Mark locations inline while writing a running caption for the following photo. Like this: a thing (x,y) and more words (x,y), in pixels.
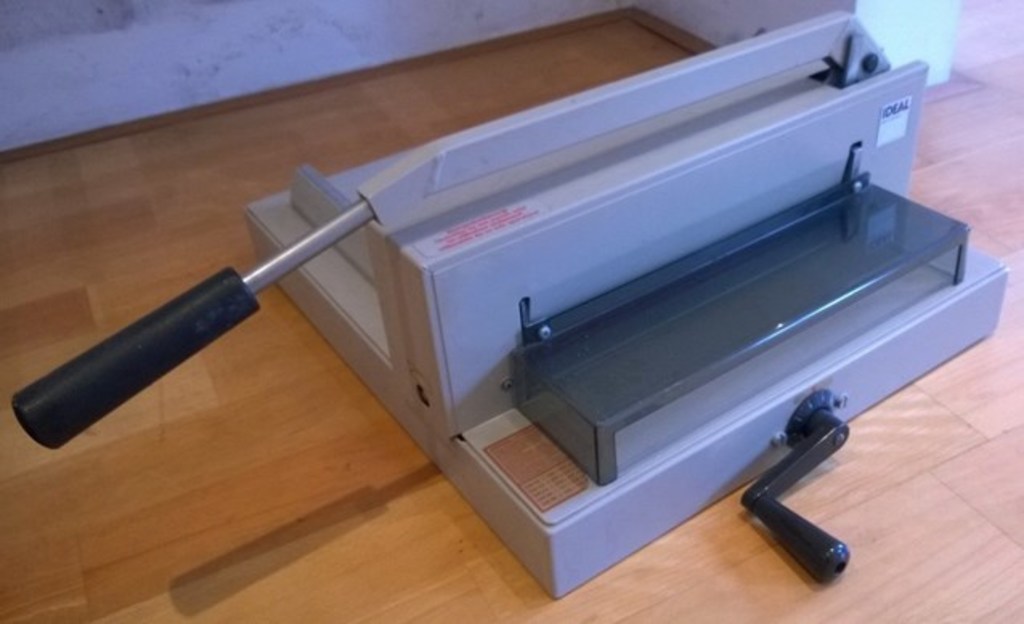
In this picture, we can see a paper cutting machine (654,248) on the ground (286,381), we can see the wall (722,29).
